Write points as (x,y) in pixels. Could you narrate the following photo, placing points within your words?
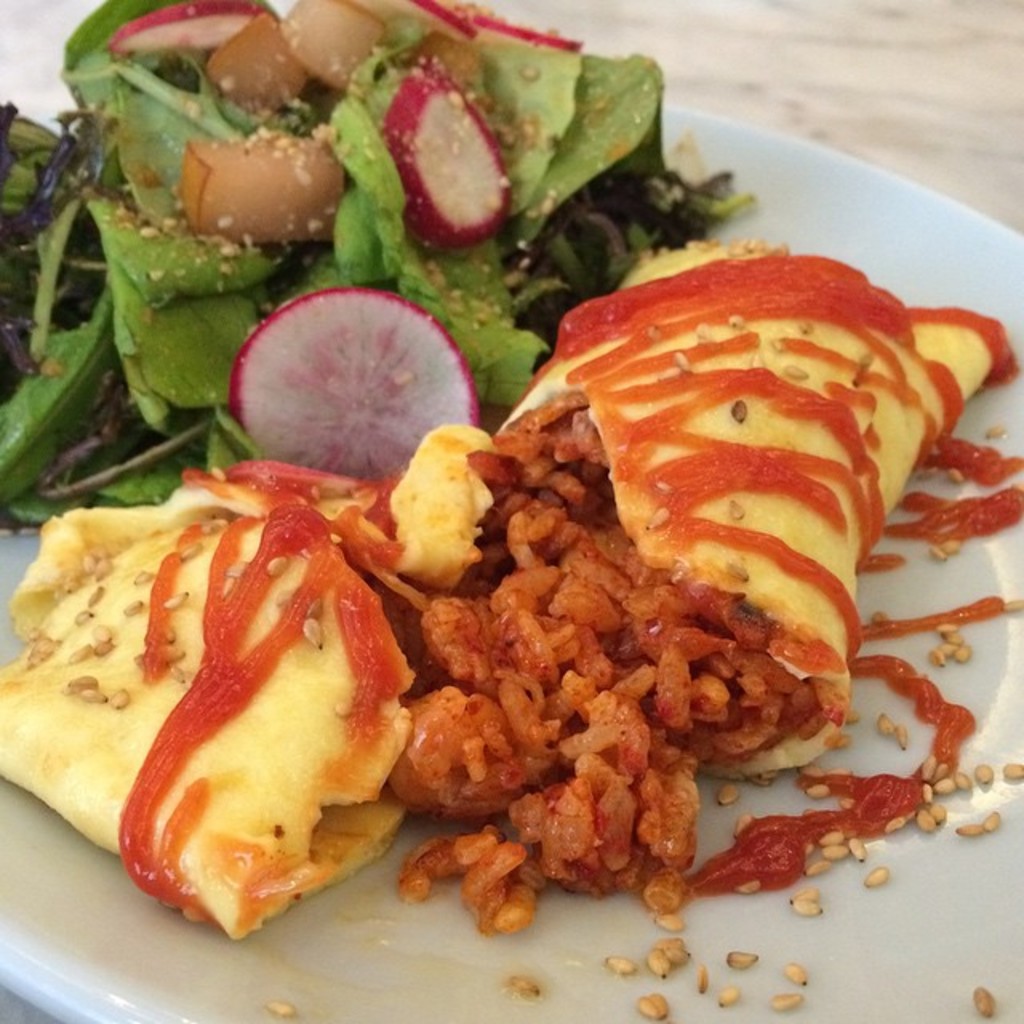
The picture consists of dish (344,511), served in a plate (1003,740). At the top (944,58) is beige.
